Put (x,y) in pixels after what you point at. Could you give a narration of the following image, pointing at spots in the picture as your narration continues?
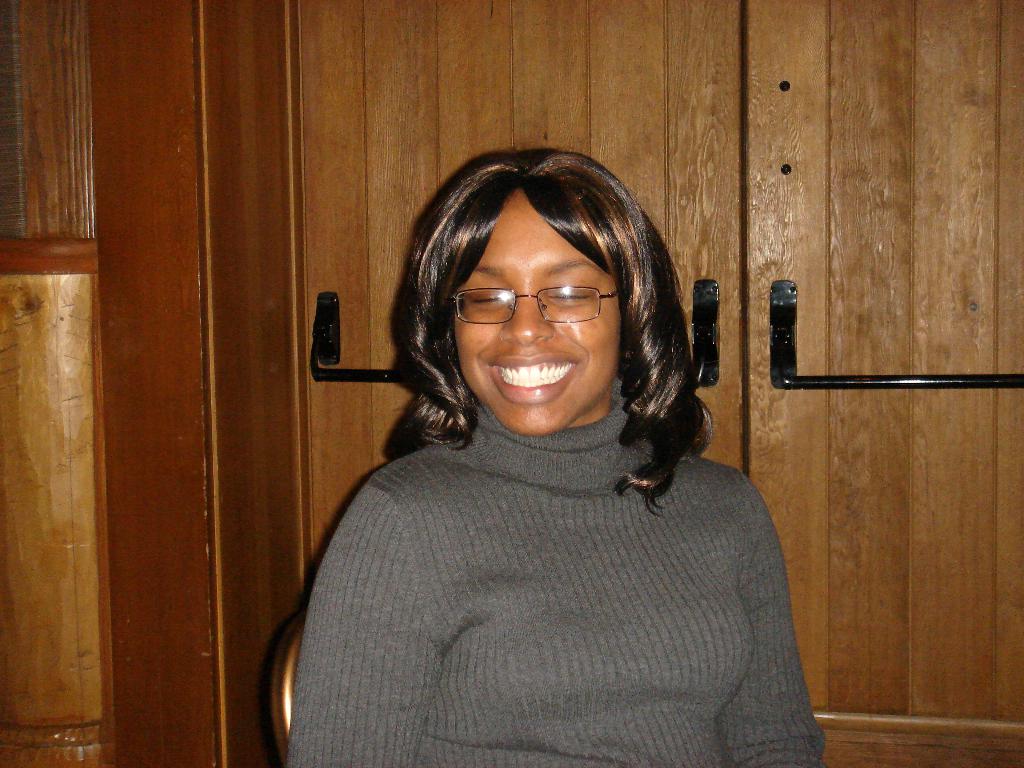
In this image I can see a woman (474,564) wearing a sweater (385,662), sitting on a chair (279,684), smiling and giving pose for the picture. At the back of her I can see doors (568,146).
